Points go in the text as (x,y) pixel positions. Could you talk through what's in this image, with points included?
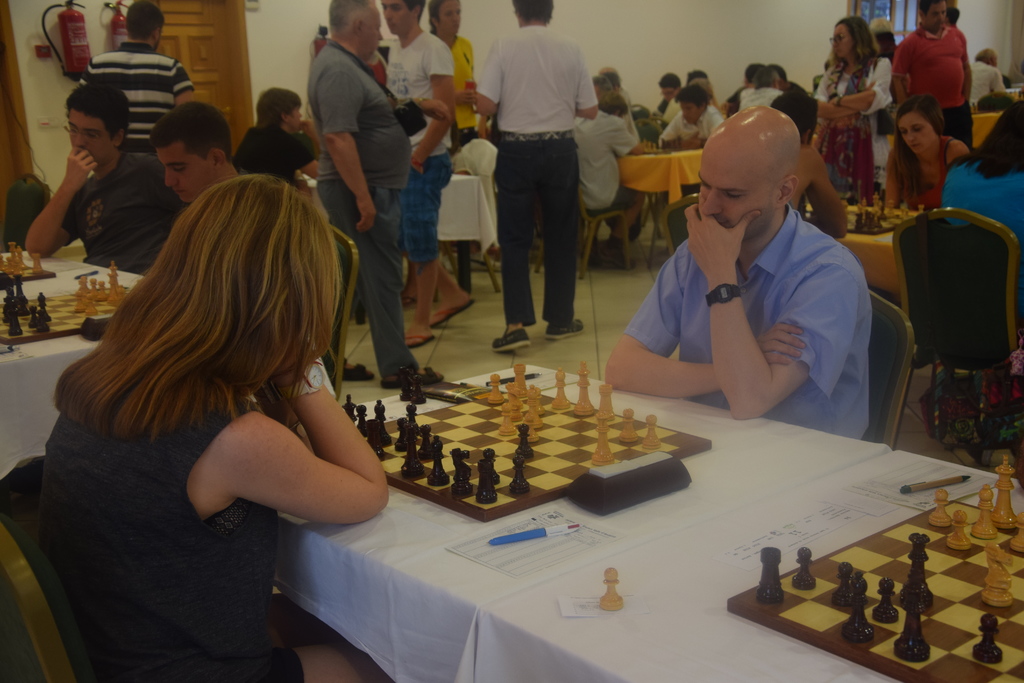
In this picture there are group of people (59,209) who are sitting and playing chess (536,464). There is a pen (525,534), paper (548,544) on the table (740,491). There are few people (536,77) who are standing. There is a fire extinguisher (64,50), door (192,50).
